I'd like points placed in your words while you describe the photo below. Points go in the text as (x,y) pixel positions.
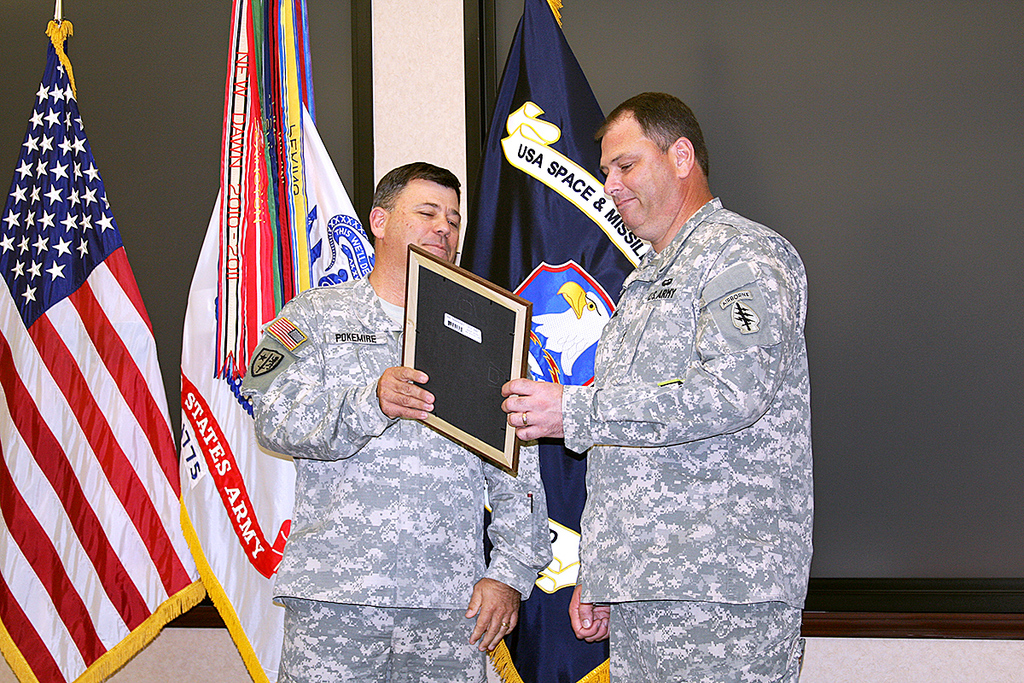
Here I can see two men (372,536) wearing uniforms (647,435), holding a frame (477,339) in the hand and smiling by looking at this frame (464,367). Both are standing. At the back of these people (657,352) there are few flags (550,169). In the background (409,89) there is a wall (422,104).
